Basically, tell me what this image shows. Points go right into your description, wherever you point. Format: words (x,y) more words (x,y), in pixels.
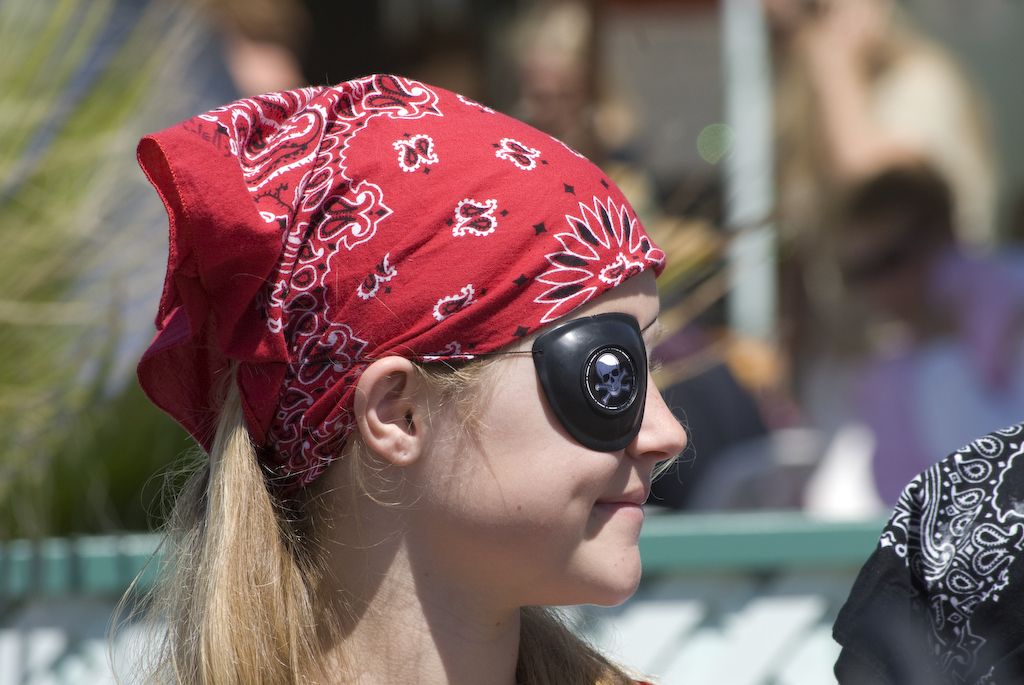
In this picture there is a kid (473,546) wearing red color cloth (448,250) on her head (459,538) and an object (585,369) to one of her eye (599,383) is smiling and there are some other objects (768,235) in the background (725,181).
